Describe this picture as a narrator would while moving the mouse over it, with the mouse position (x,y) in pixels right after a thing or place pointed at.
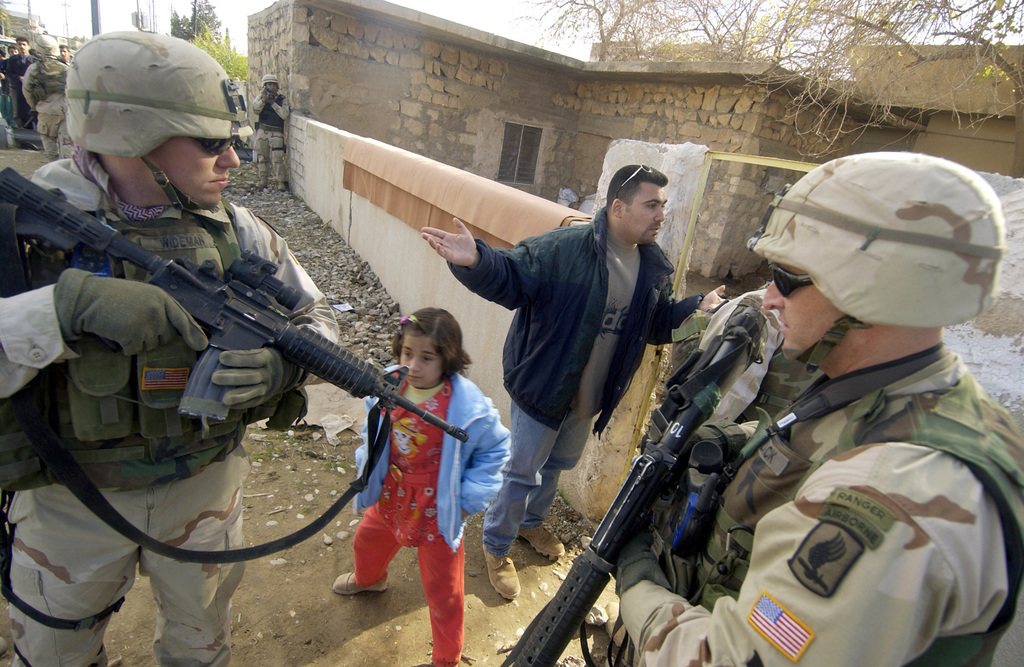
In the image we can see there are people (260,100) wearing clothes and we can see a few people (216,202) wearing army clothes (250,244), caps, gloves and holding rifle (274,333) in the hands (252,354). Here we can see a child (421,434), house (434,118), trees (875,25), pole (97,26) and the sky (484,2).
